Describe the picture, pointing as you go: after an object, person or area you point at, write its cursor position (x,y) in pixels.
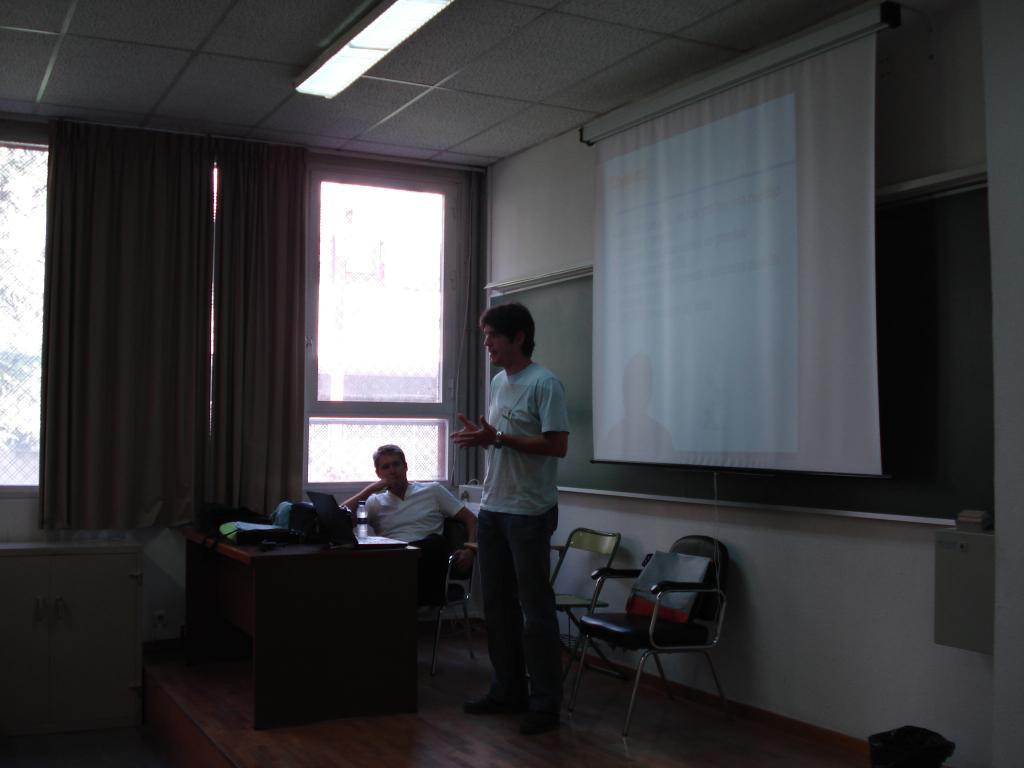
In this image, we can see a person (519,410) wearing clothes (516,502) and standing in front of the screen (687,329). There are chairs (602,585) at the bottom of the image (617,642). There is an another person (427,508) sitting on the chair (454,534) in front of the table (333,580) beside the window (331,448). There are curtains (221,346) on the left side of the image (135,338). There is a light (336,58) on the ceiling (478,112) which is at the top of the image (521,19). There is a board (914,236) on the right side of the image (948,444).
